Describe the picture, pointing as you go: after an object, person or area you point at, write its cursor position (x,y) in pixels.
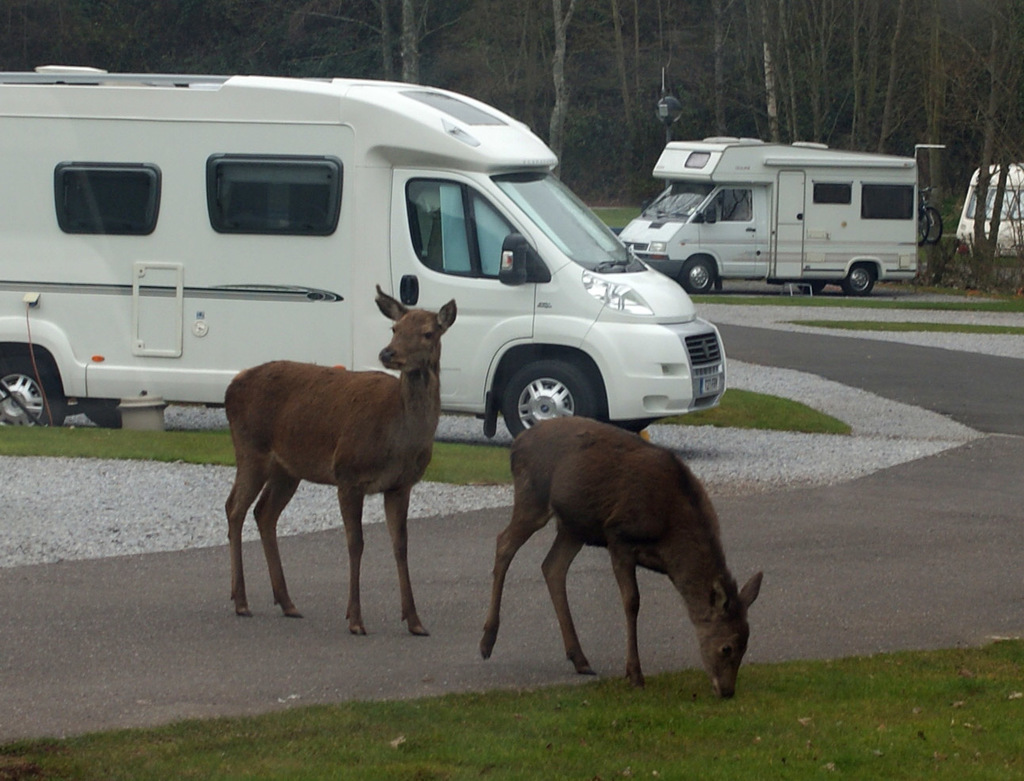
There are deer (424,417) in the foreground area of the image (556,503) and grassland (556,725) at the bottom side (639,707), there are vehicles (531,240), stones (739,428), grassland (747,405) and trees (527,113) in the background (618,56).
